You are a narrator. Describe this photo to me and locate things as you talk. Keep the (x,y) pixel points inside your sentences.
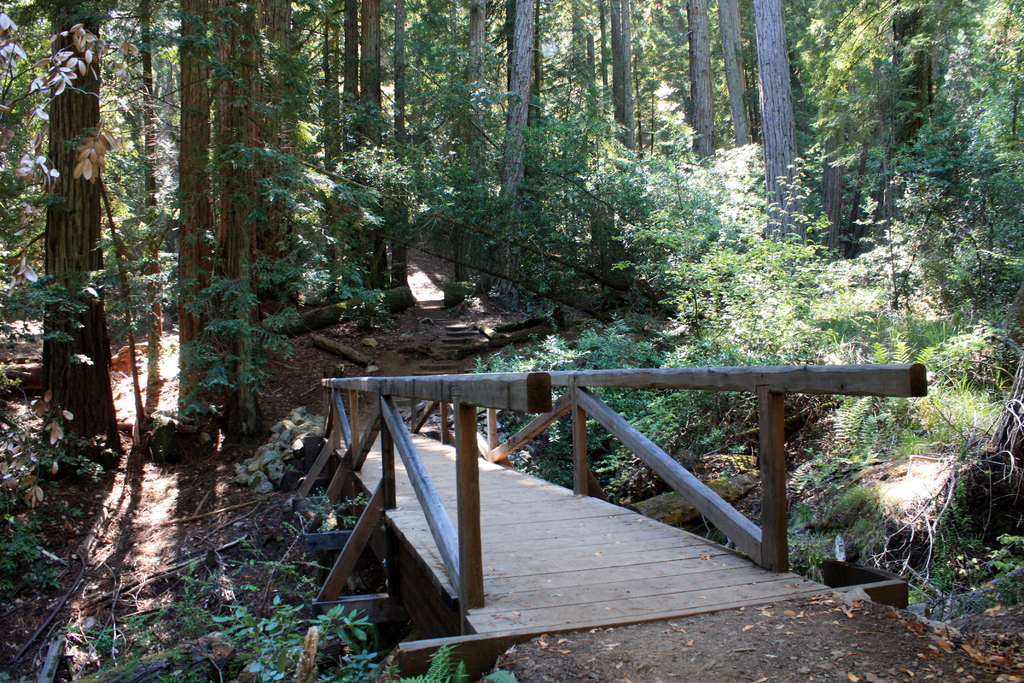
In this image I can see a bridge (434,510), number of trees (142,168) and shadows (882,664).
